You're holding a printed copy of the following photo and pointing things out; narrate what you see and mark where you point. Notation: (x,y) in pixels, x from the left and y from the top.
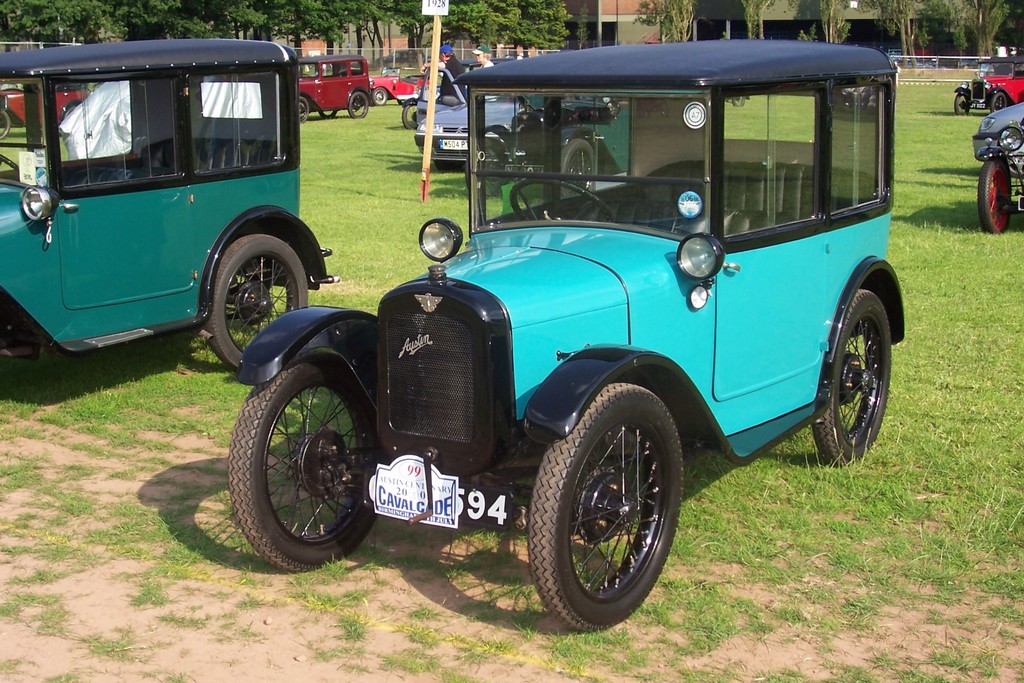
In this picture we can see few cars (675,315) on the grass (404,213), in the background (352,36) we can see few trees (475,18) and buildings (607,5), and also we can see fence (402,48).
